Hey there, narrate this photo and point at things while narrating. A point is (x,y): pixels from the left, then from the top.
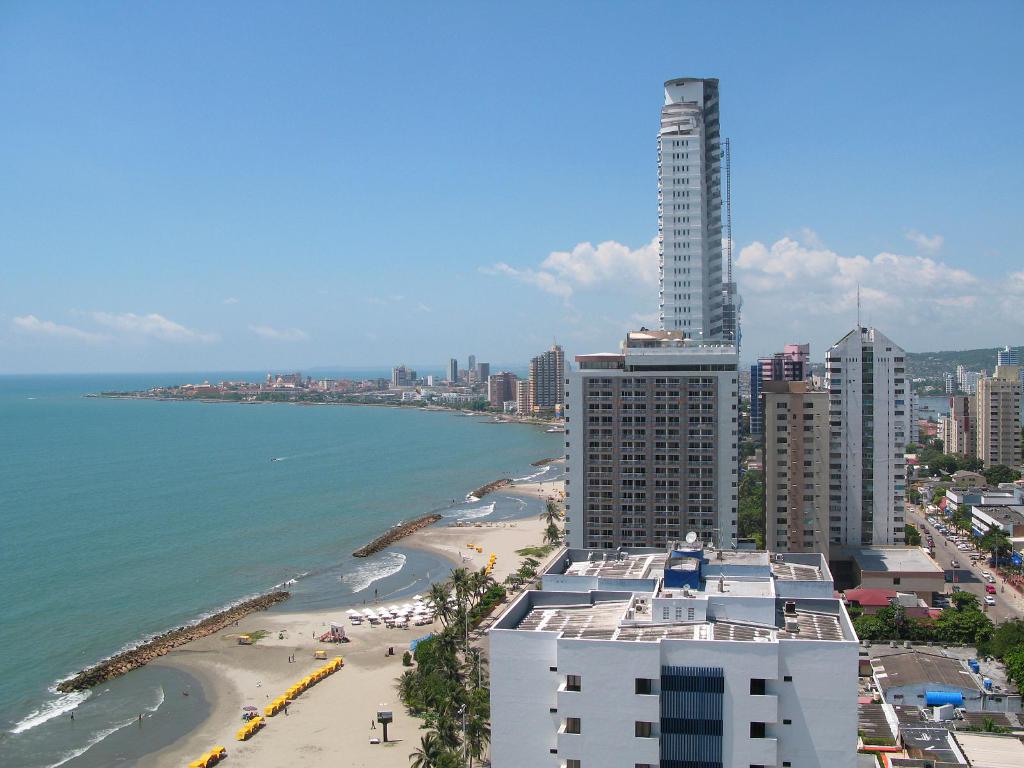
In this picture I can see some buildings (636,662), trees (911,528) and some vehicles (954,535) are on the road (964,574), left side of the image (114,536) I can see some water (200,498) and some things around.
